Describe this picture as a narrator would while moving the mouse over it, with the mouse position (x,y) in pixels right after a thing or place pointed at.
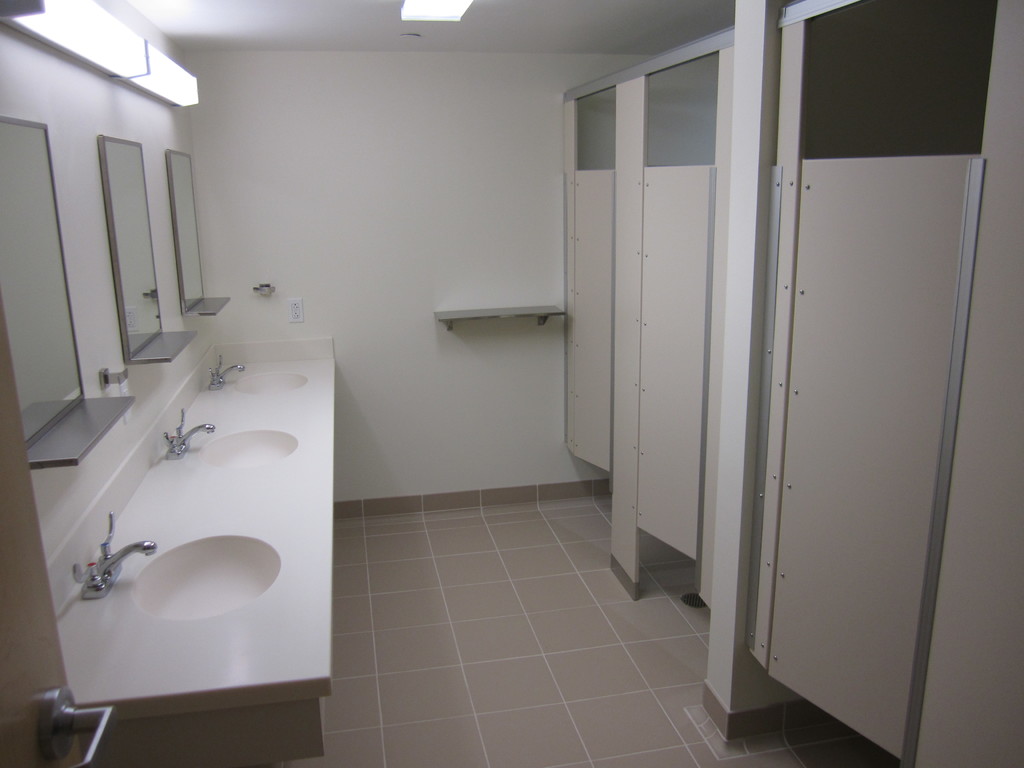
In this image, we can see white doors (596,283), rack (535,314), wall (399,315), wash basins (201,541), mirrors (70,341), few holders (111,371). Here we can see the lights (166,63) and ceiling (235,25). At the bottom (423,680), there is a floor (461,696). Left side (30,660) corner, there is a door (32,674) with handle (57,691).
